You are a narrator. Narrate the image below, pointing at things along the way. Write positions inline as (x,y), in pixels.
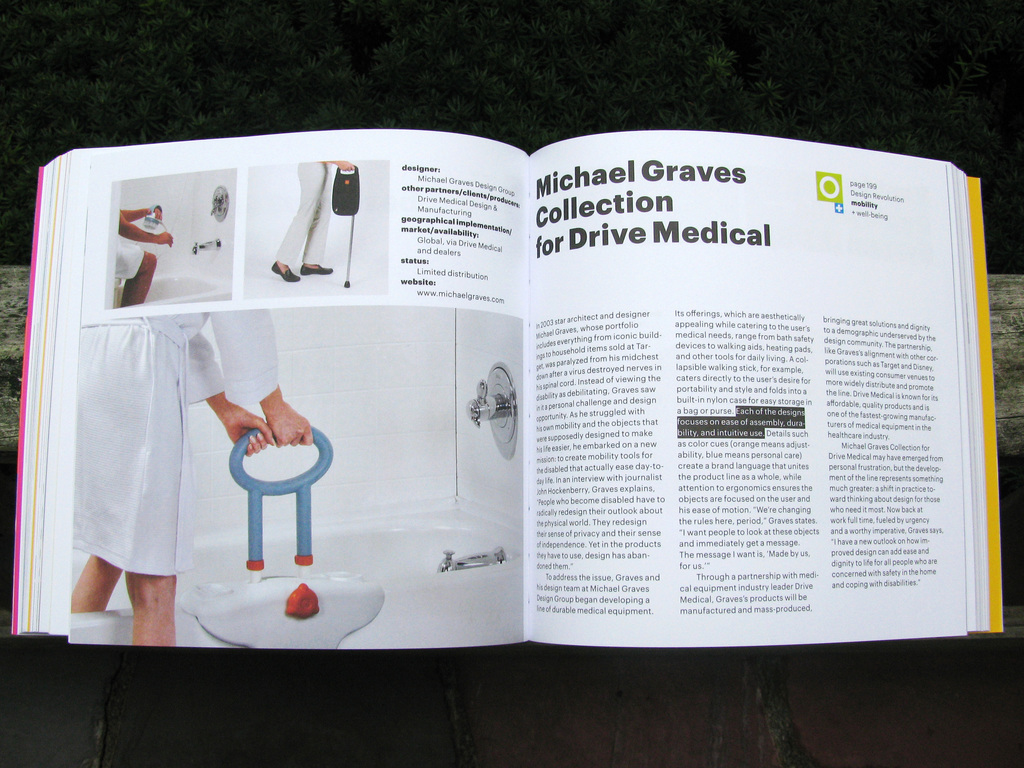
In this image, we can see a book (683,463) contains pictures (216,295) and some text (696,420).
